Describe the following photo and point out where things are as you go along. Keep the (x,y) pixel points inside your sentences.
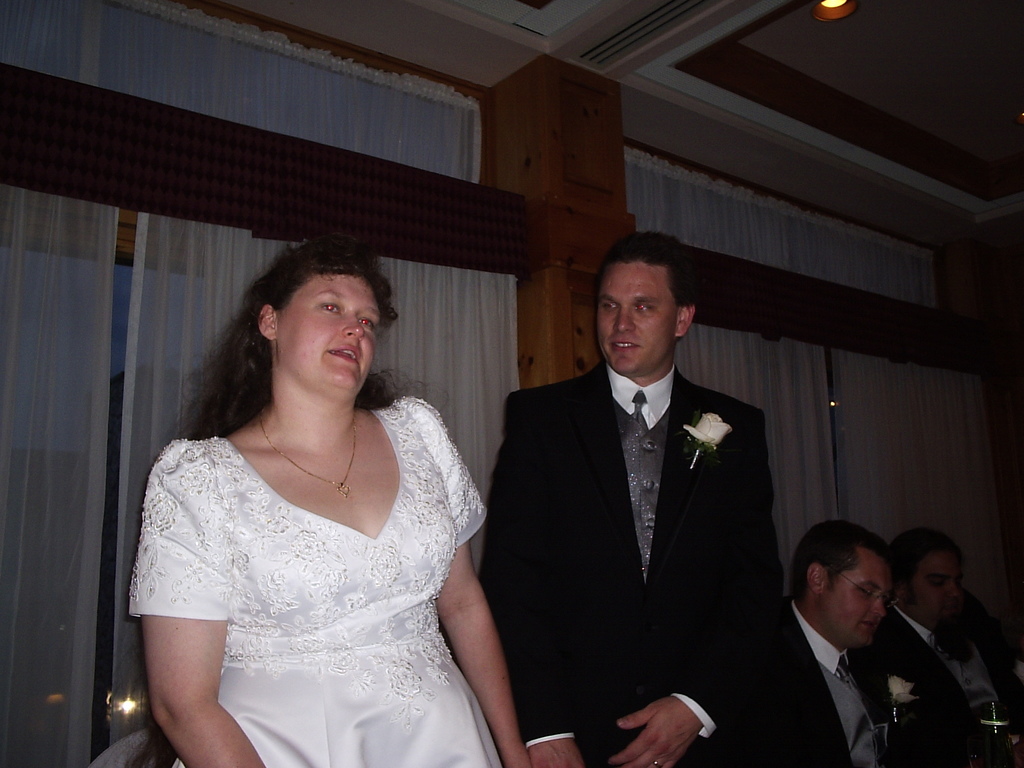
In the picture we can see a man (663,610) and a woman (160,595) standing, woman (454,631) is in a white dress (311,646) and man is in blazer (730,760), tie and shirt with a flower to the blazer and beside them, we can see two men (844,611) are sitting and behind them we can see a wall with white curtains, and to the ceiling (801,119) we can see the light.
